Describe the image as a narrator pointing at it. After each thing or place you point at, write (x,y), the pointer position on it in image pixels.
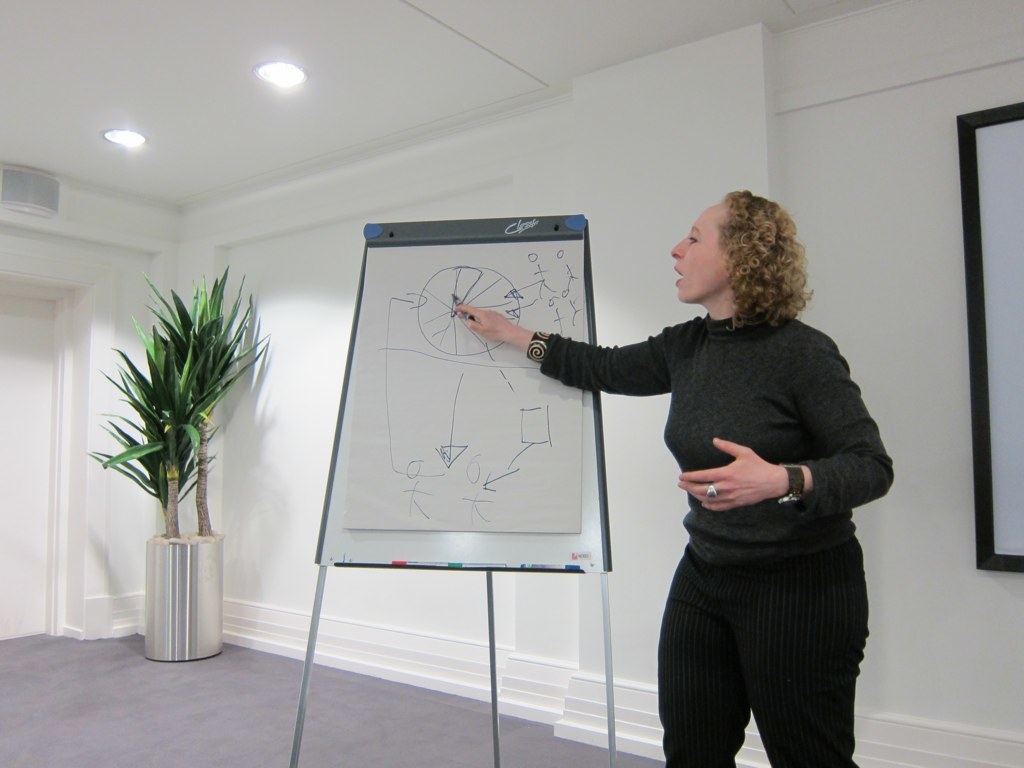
In this image there is a person (481,315) standing and holding a pen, there is a paper (480,360) on the board (468,510) which is on the stand (492,633), and at the background (248,735) there are lights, plant (203,300), carpet (39,648), a board (1023,523) attached to the wall (899,318).
